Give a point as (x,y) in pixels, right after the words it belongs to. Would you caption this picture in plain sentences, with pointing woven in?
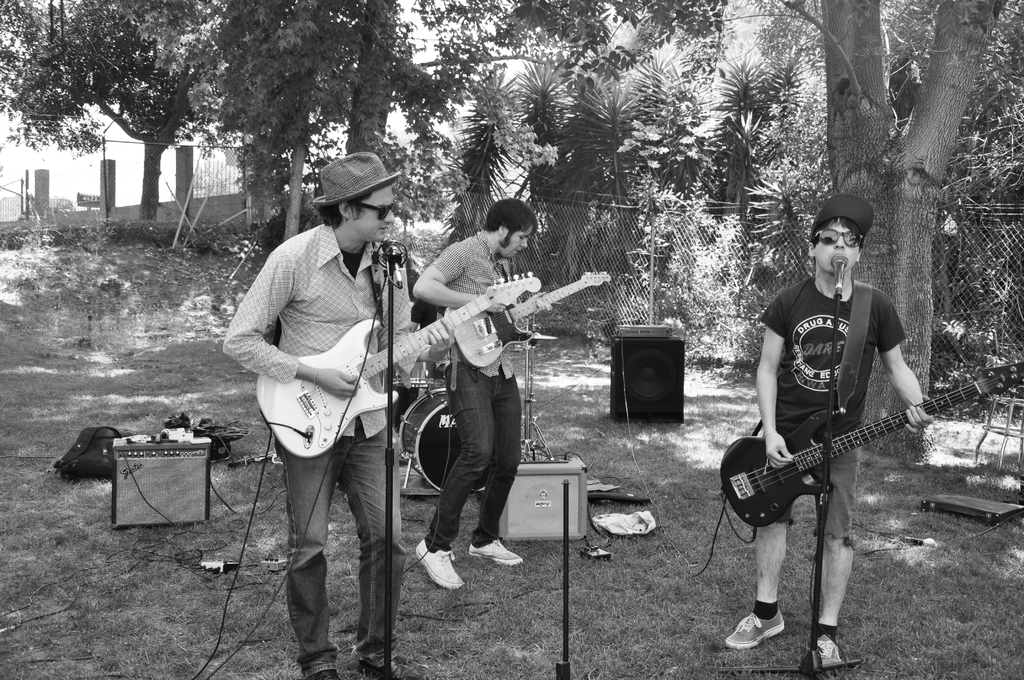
As we can see in the image there are trees (611,84), fence (633,278), three people (348,428) standing and holding guitars (297,414) in their hands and singing a song. There is a black color sound box (630,366) over here and there is a grass (60,426) all around.
